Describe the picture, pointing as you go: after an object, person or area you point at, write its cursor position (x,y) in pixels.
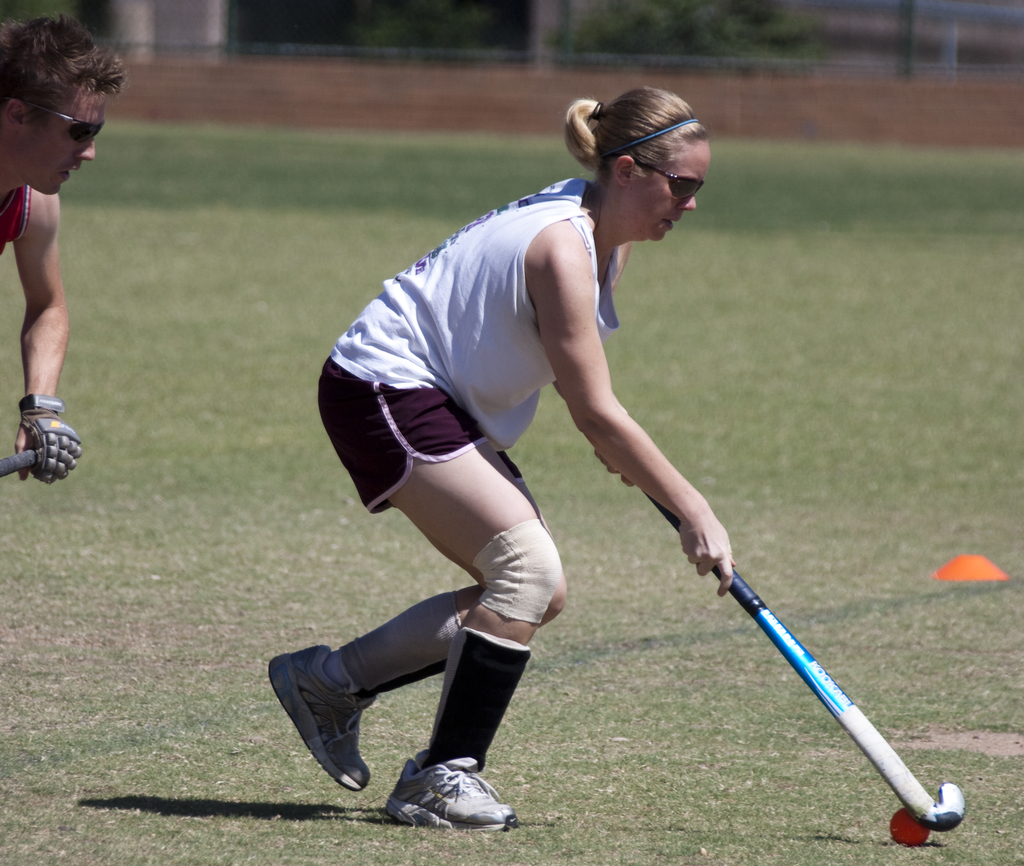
In this image I can see two persons (65,108) and I can see both of them are holding hockey sticks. I can also see both of them are wearing shades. Here I can see a red colour ball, a orange colour thing (960,558) and grass ground (160,755). I can see he is wearing a glove (60,416), red colour dress (23,216) and she is wearing white colour dress (442,310).
